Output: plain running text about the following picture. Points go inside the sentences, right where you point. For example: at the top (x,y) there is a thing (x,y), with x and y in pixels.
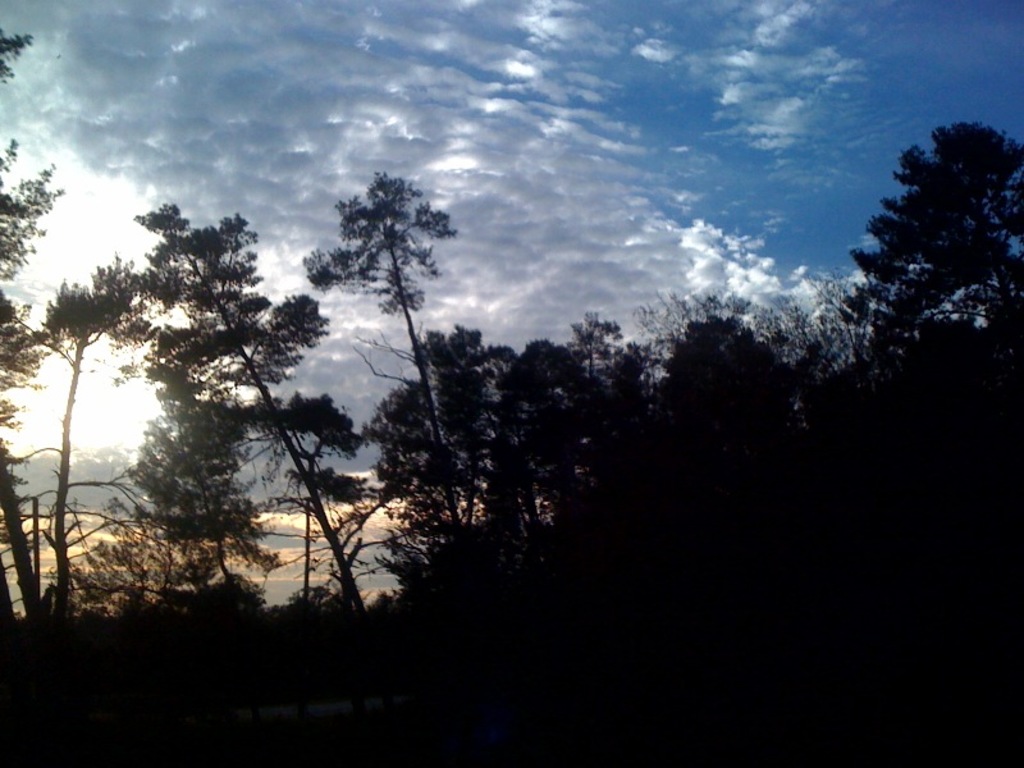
In this picture I can see there are trees (888,385) at the bottom (726,552). At the top (524,118) it is the cloudy sky (656,109).
